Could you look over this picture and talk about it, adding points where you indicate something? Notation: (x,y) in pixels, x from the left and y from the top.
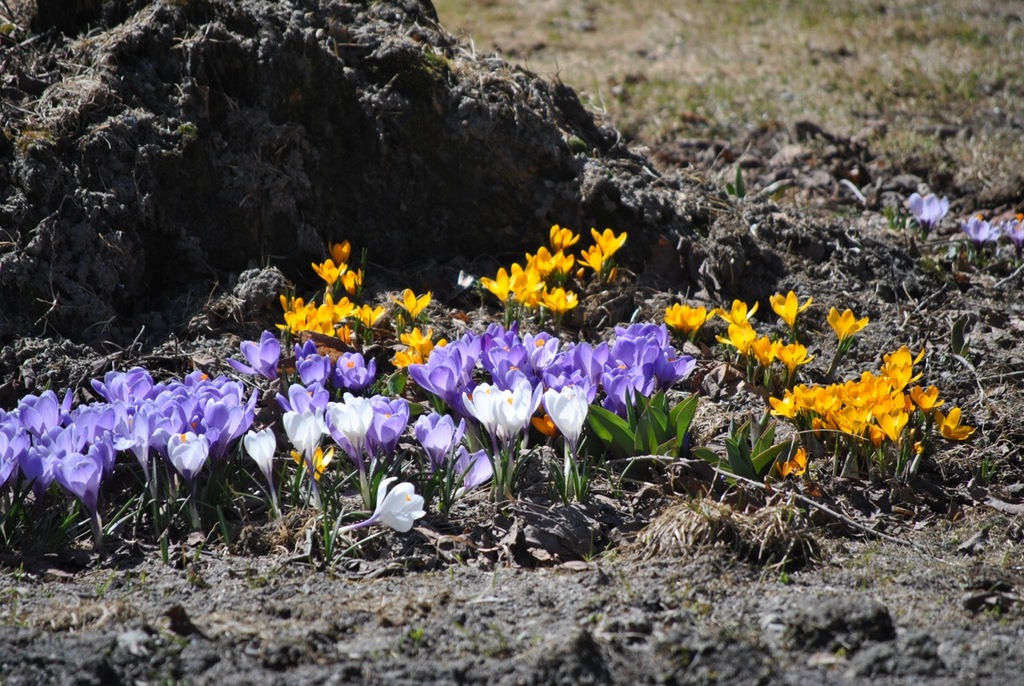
In this image there are flowers (902,406) and we can see leaves (647,437). In the background (681,88) there is grass (696,79).
